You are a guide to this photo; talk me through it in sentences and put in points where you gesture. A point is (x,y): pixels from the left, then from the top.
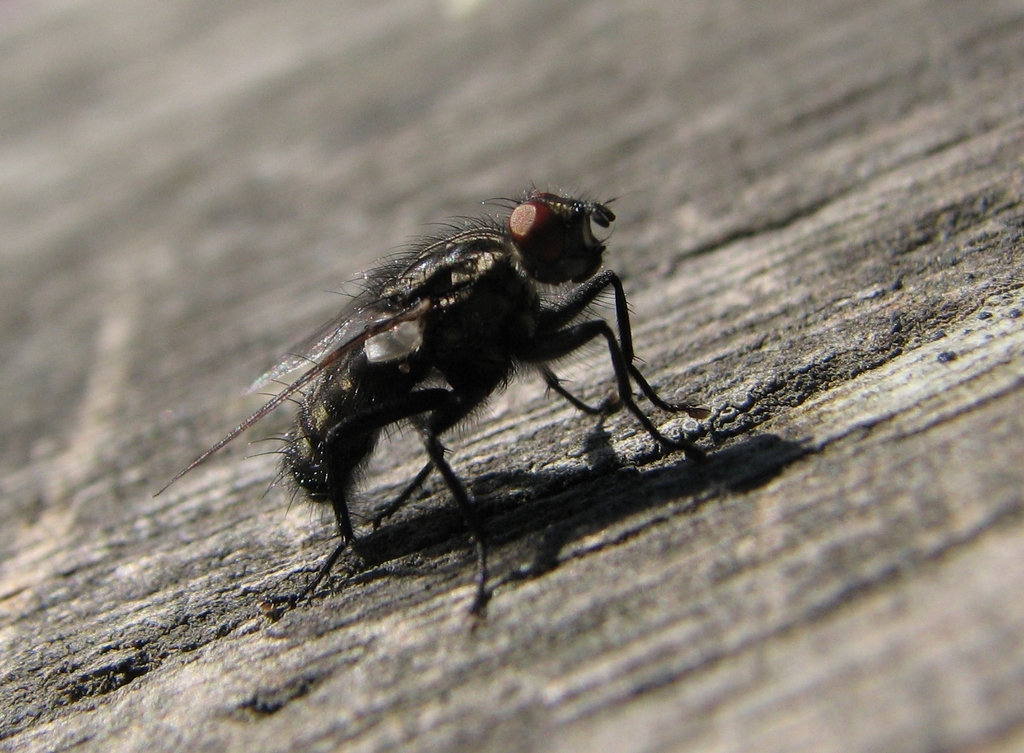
In this image I can see a black colour insect (505,369). I can also see this image is little bit blurry from background (311,84).
